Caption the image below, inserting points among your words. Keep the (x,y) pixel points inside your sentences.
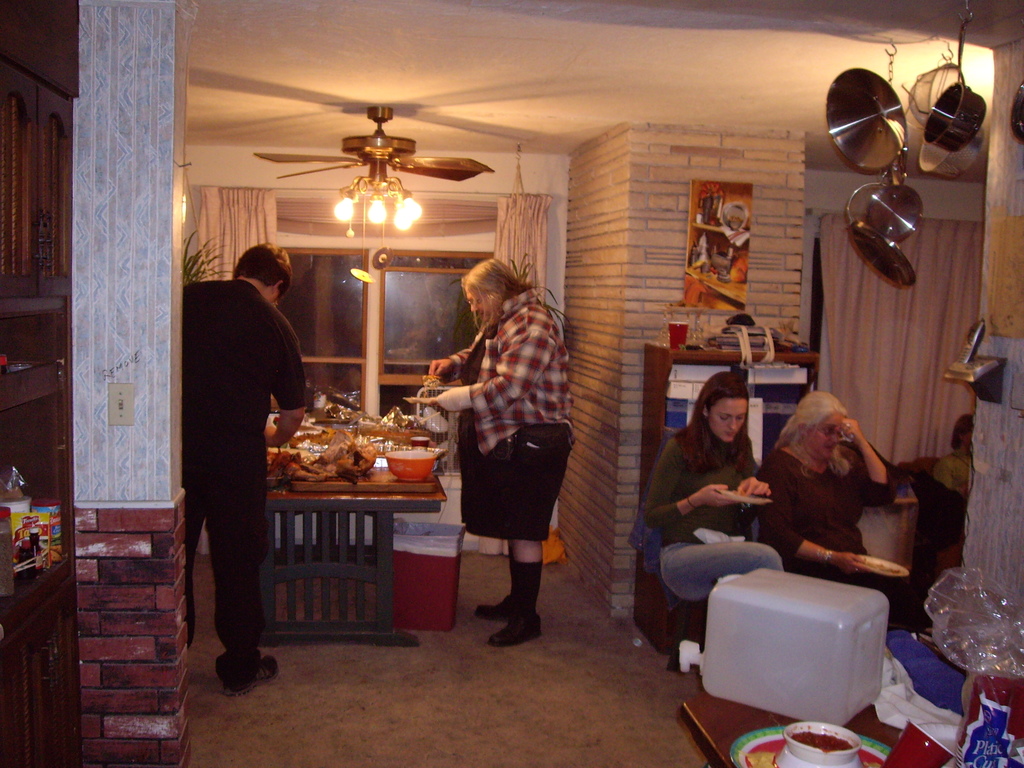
In this picture, In the right side (768,720) there is a table (880,734) which is in brown color on that table (700,736) there is a white color box (832,664), There are some people (702,574) sitting on the chair (899,534), In the left side (244,495) there are some people (240,411) standing and there is a black color door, In the background (422,363) there is a window (422,363), In the top (342,167) there is a fan (328,160) hanging on the white color roof (406,75).
